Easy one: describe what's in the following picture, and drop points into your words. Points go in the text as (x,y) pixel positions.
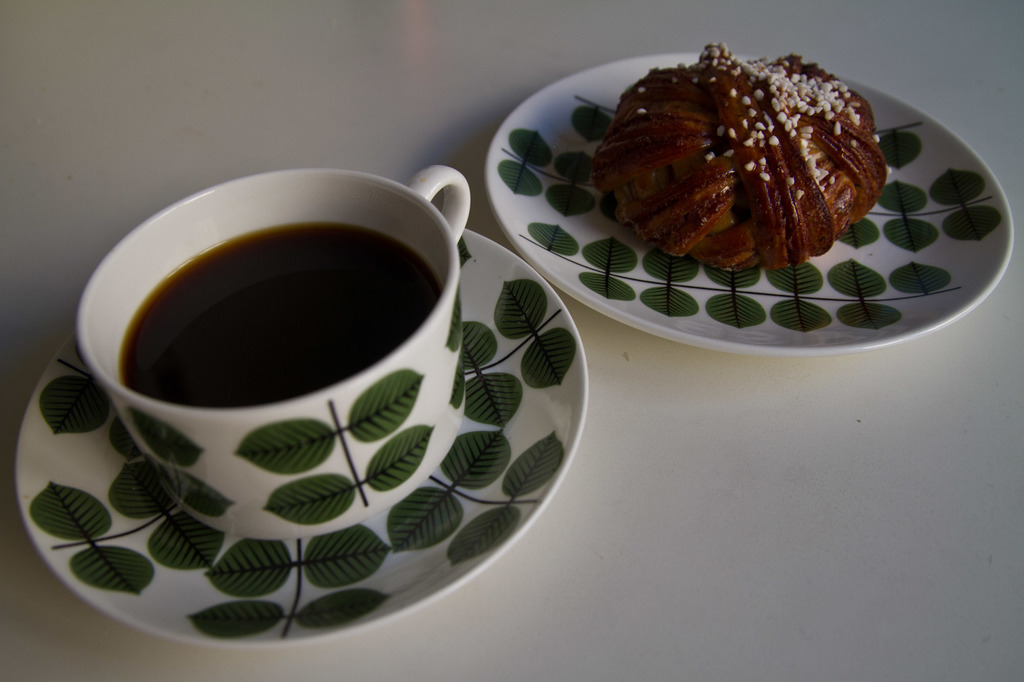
In this image, I can see a cup (383,444) and saucer (508,544) and the plate (642,301). This cup (408,461) contains some liquid (271,359) and the plate (565,267) contains food item (737,161). I think this is the table (826,537), which is white in color.
